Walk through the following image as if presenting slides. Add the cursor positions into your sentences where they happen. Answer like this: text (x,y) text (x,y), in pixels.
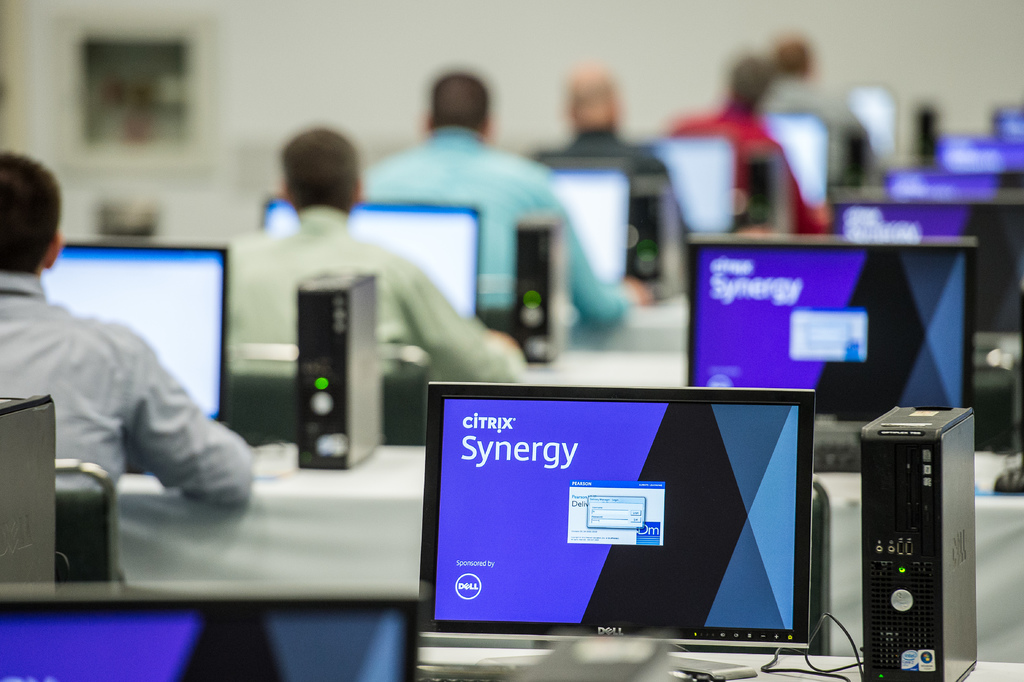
In this image I can see few persons (125,471) sitting on chairs (101,468) in front of the white colored desks (295,507) and on the desks (277,483) I can see few monitors (818,165) and few processors (526,357) which are black in color. I can see the blurry background (404,57) in which I can see the wall (366,56) and a photo frame (135,60) attached to the wall (386,53).
